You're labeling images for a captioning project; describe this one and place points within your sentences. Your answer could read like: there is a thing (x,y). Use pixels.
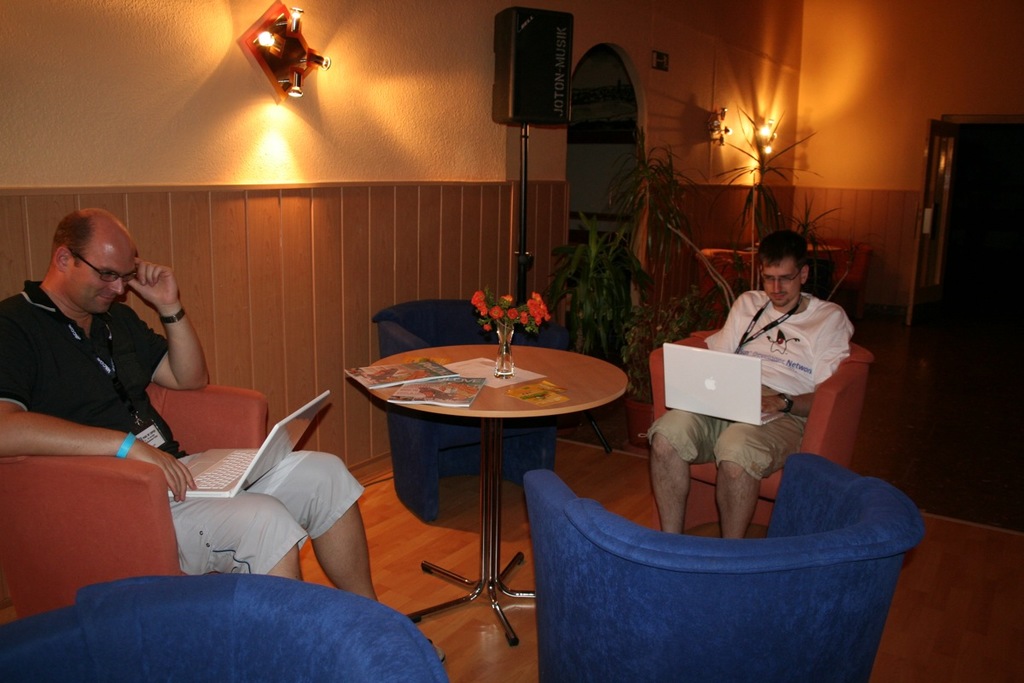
In this image I see 2 men (75,313) who are sitting with the laptops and I see 5 chairs (98,551) and a table (400,361) over here on which there are 2 books (439,395) and a flower vase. In the background (1009,164) I see few plants (572,274), door (953,140) and lights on the wall (1009,41).
